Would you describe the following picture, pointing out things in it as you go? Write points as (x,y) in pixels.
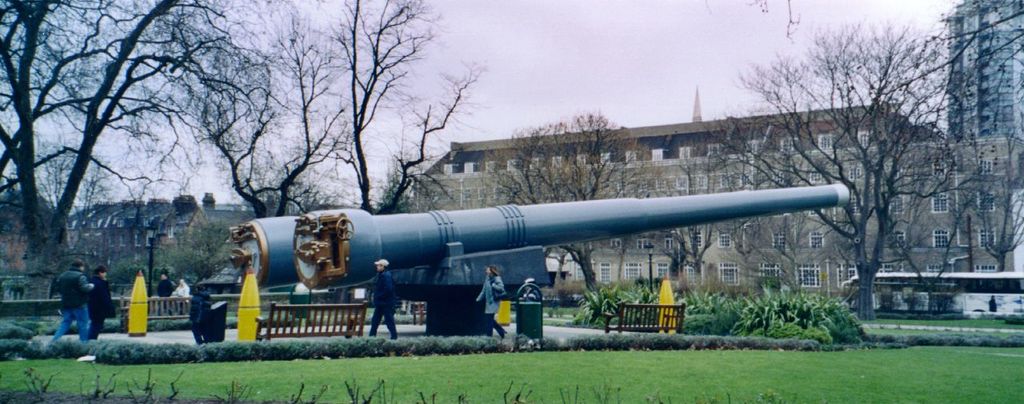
In this image I can see some grass (466,376) on the ground (406,376), few plants (181,351), few persons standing and a huge blue colored machinery (463,244). In the background (774,220) I can see few trees (775,215), few benches (352,324), few yellow colored objects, few buildings (170,235) and the sky (629,61).
